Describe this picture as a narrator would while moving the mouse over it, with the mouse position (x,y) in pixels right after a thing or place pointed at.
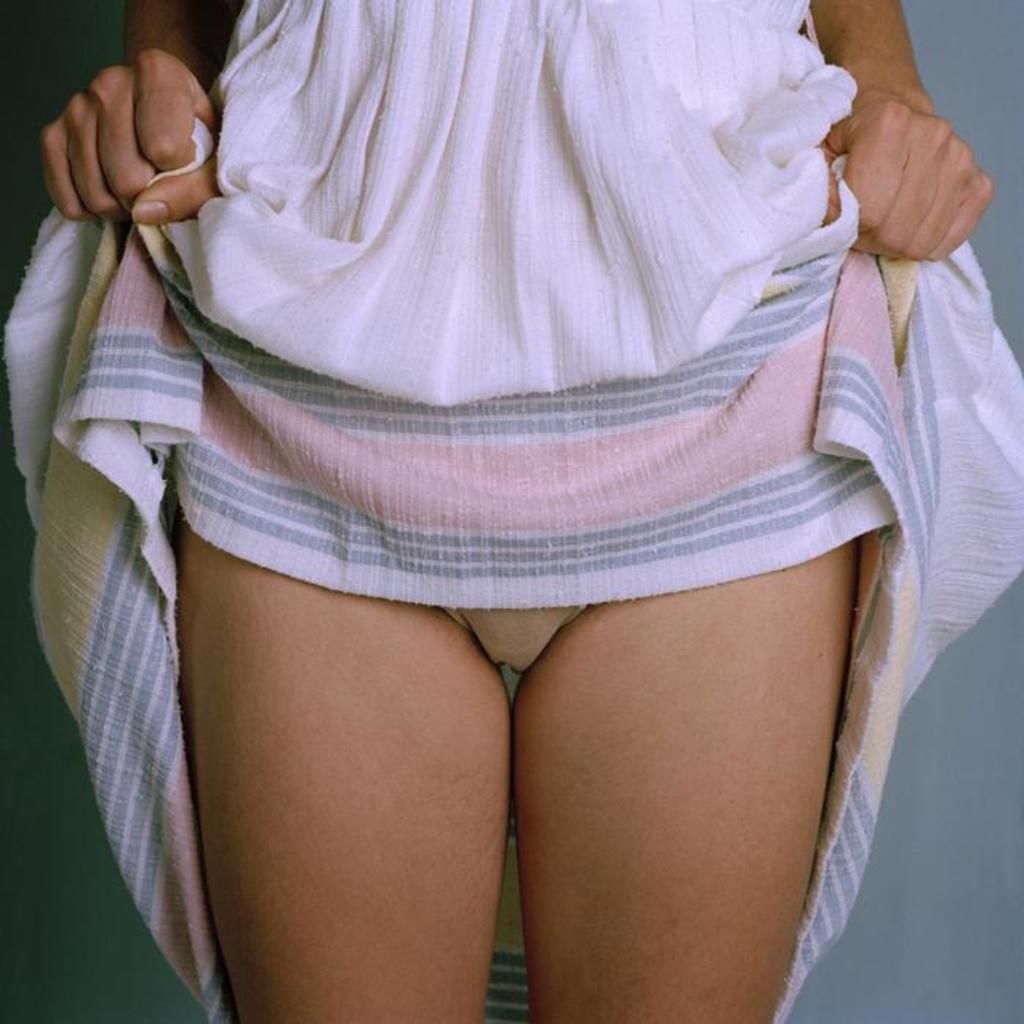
In the image, a woman (482,626) is standing by raising her dress (46,404) upwards.
